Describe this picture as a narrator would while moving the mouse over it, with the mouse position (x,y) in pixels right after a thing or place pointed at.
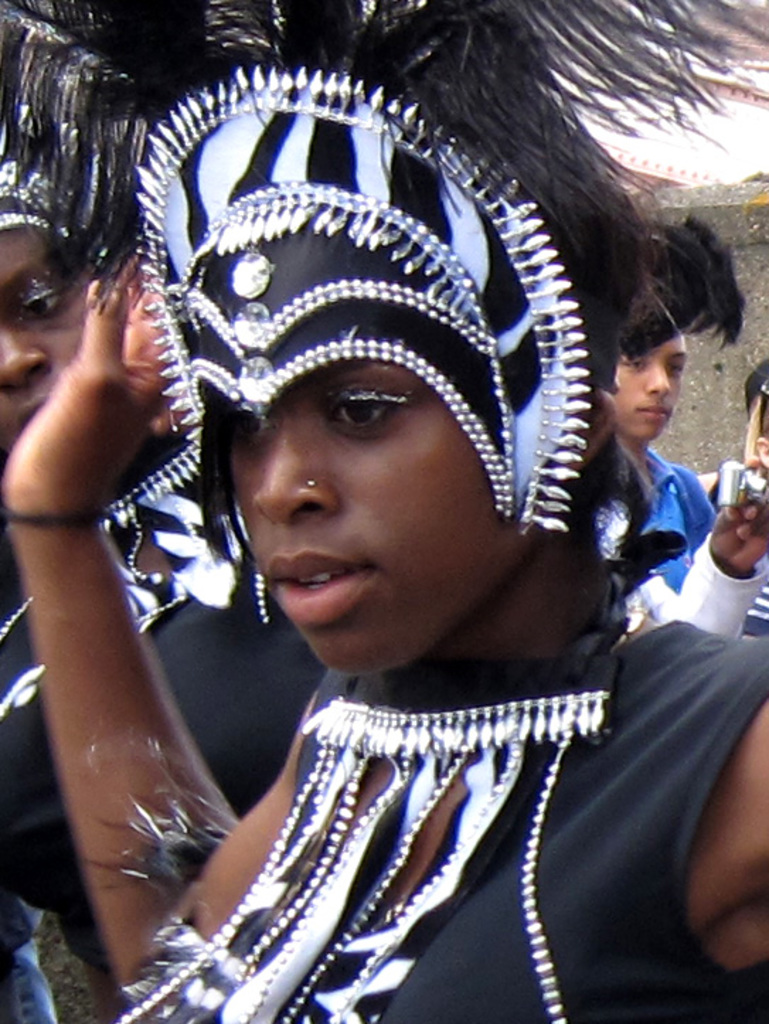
In this picture we can see two people (158,639) wore costumes (393,322) and at the back of them we can see a camera (730,473), some people (648,399), wall (750,274).
